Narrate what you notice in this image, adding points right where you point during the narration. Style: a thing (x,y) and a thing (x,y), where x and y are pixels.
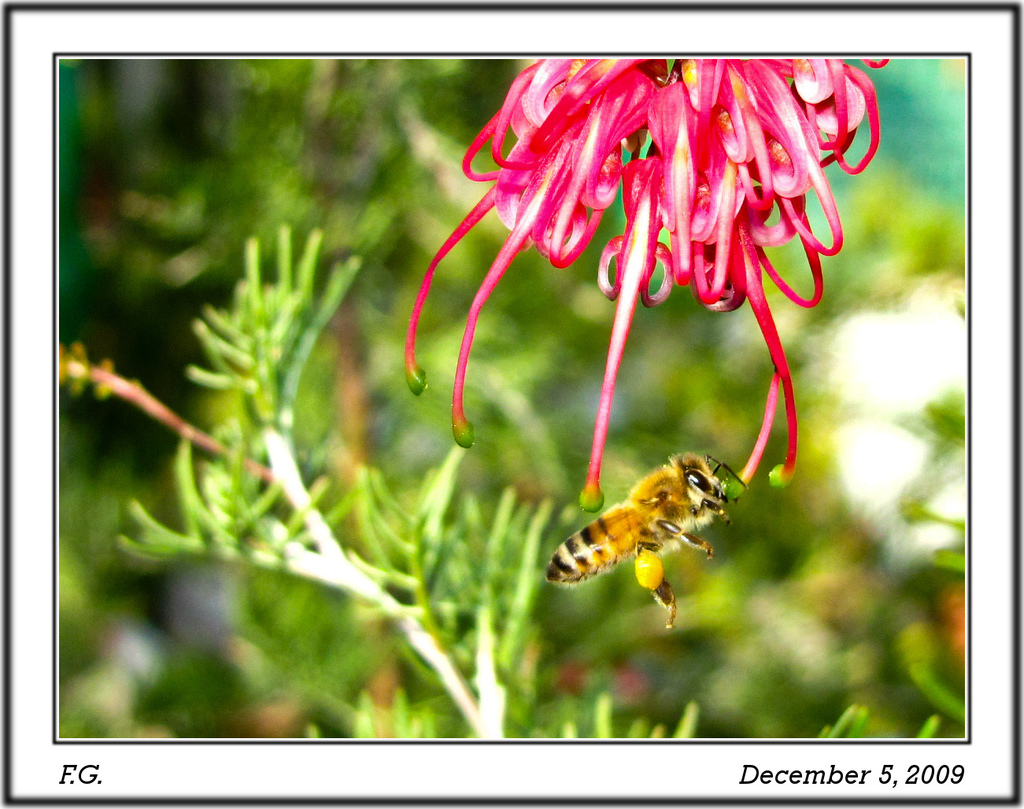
This image consists of a plant (408,589). There is a flower (563,201) at the top (599,198). It is in pink color. There is a honey bee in the middle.
